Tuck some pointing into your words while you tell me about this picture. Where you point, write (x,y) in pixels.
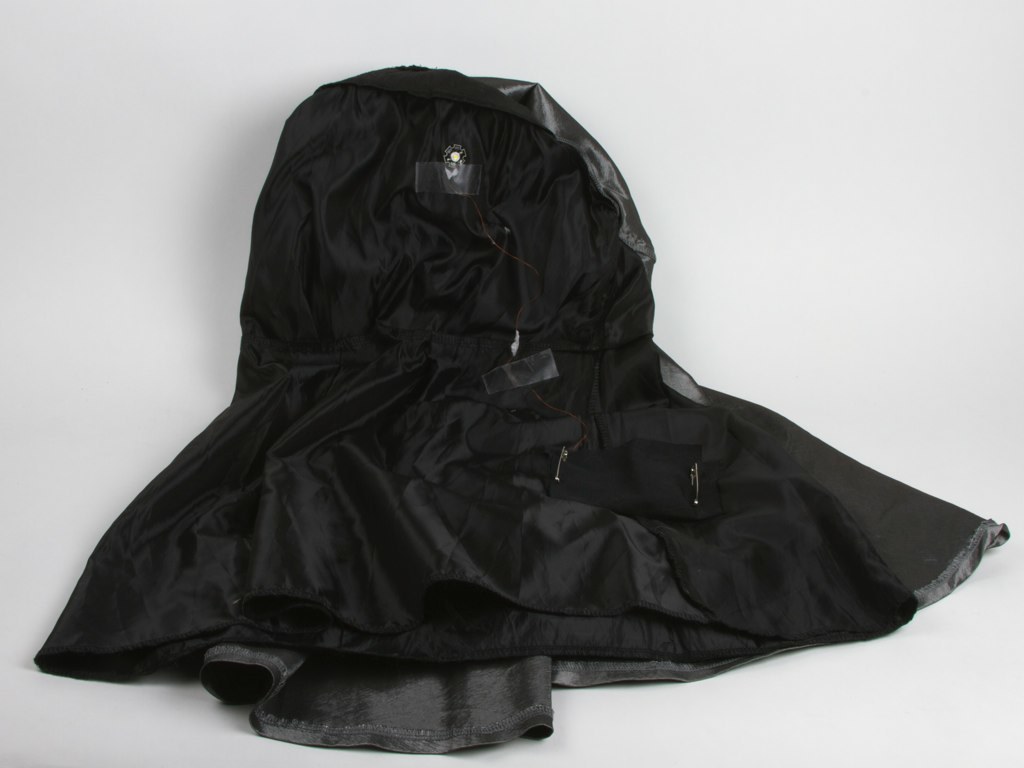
This image consists of a black cloth (498,407). It looks like a hat (334,472).
